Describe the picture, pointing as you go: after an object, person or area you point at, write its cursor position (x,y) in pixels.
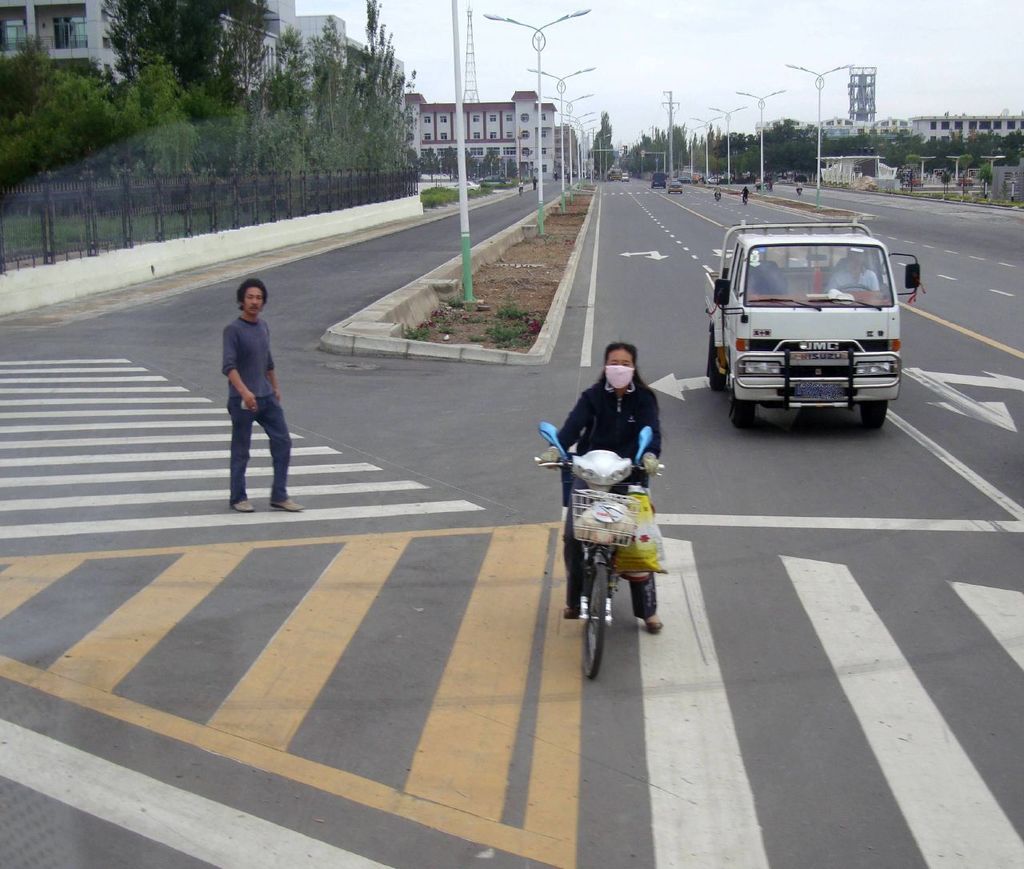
Here in this picture we can see a truck (746,314) present on the road (706,350) and we can also see a woman (630,430) riding a scooter (596,454) on the road (627,622) and we can also see a person (260,369) walking on the road (305,458) and we can see light posts (569,123) present all over there and we can see number of buildings (493,120) present and we can see some part of ground (450,306) is covered with grass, plants (441,197) and trees (169,154) and we can see fencing (248,180) present and we can see the sky (753,67) is cloudy.
